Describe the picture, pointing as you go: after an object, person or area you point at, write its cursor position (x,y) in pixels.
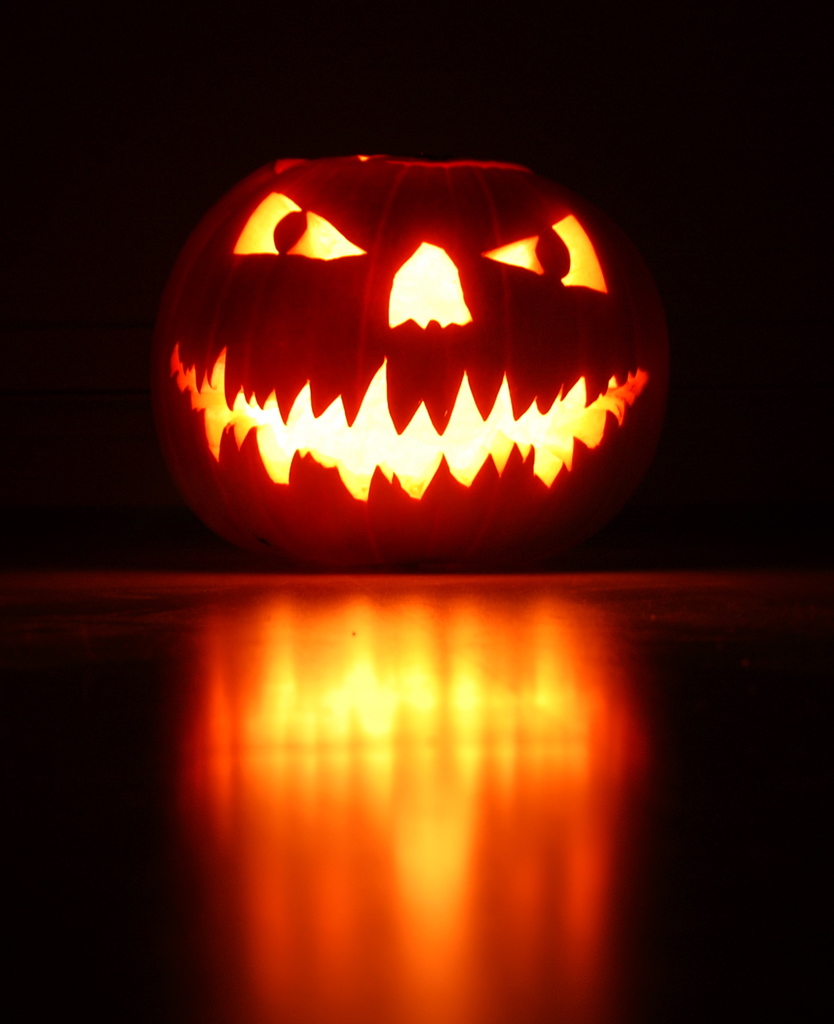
In the foreground of this image (464,364), there is a carved pumpkin (470,381) on the floor (433,717) and the dark background (184,117).
